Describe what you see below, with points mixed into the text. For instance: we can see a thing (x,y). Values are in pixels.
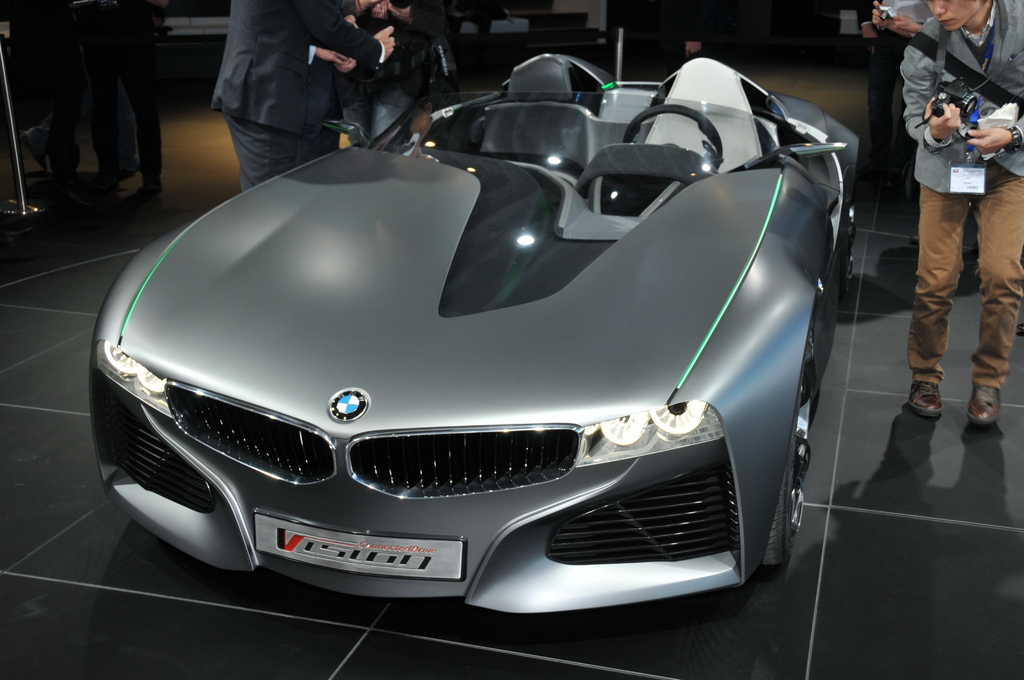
In this image we can see a car (580,455) placed on the ground (656,633), we can also see some people (389,59) standing on the ground (900,229). Two men (964,137) are holding cameras (966,110) in their hands (998,138). On the left side of the image (12,200) we can see a pole (12,130). At the top of the image (564,21) we can see some stairs (580,26).
